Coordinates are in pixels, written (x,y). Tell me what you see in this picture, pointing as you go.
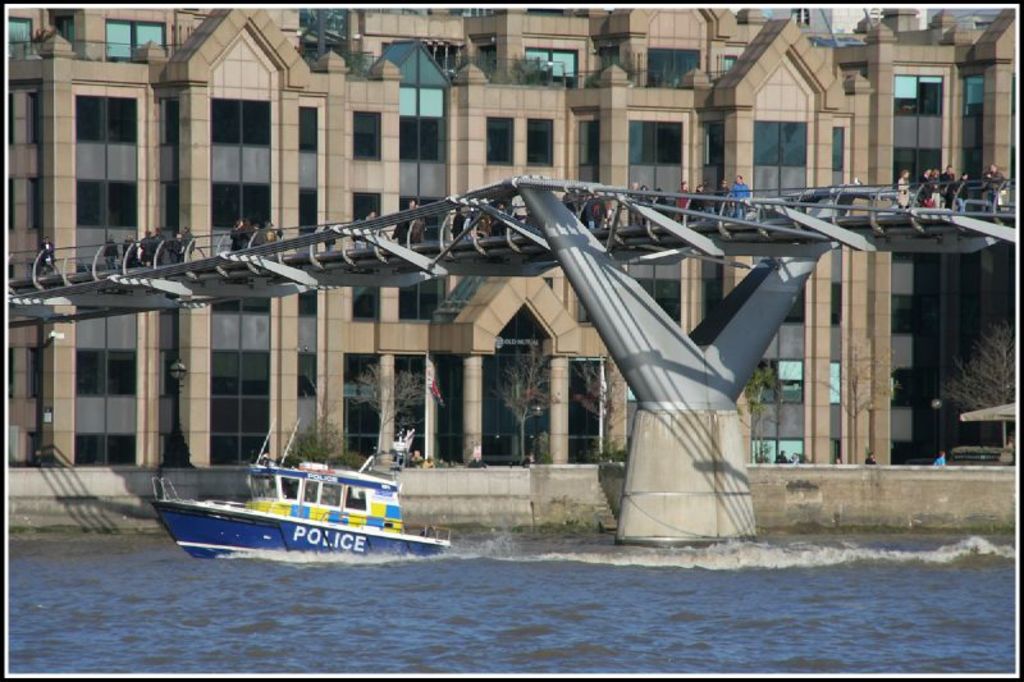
In this image we can see a boat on the water (409,621) and there is some text (345,536) on the boat (377,545) and there is a bridge (647,297) over the water (340,561). We can see some people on the bridge (1015,197) and there is a building (354,127) in the background (387,453) and we can see some people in front of the building (209,444) and there are some trees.
